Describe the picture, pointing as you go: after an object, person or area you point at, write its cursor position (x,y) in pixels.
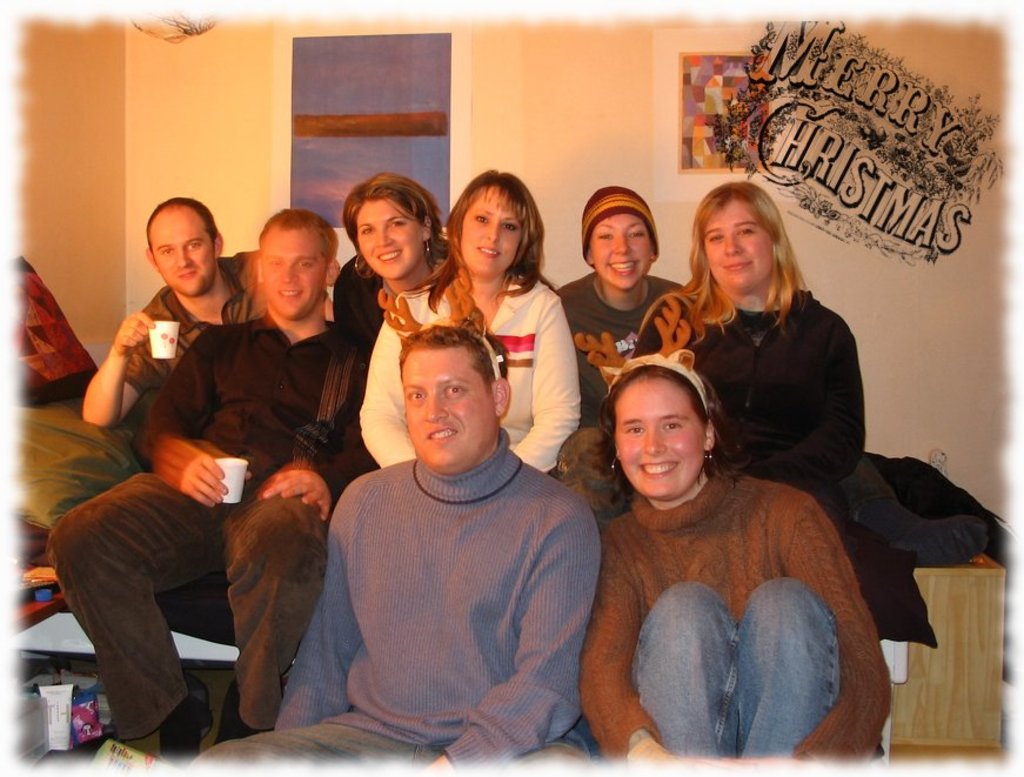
In this image we can see a group of people (599,294) sitting and among them two are holding a cup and to the side we can see some objects (36,581). There is a table (967,623) to the right side (943,585) and in the background (508,49), we can see a wall (501,64) with two posters (408,87) and there is a text (893,185) present on an image.
